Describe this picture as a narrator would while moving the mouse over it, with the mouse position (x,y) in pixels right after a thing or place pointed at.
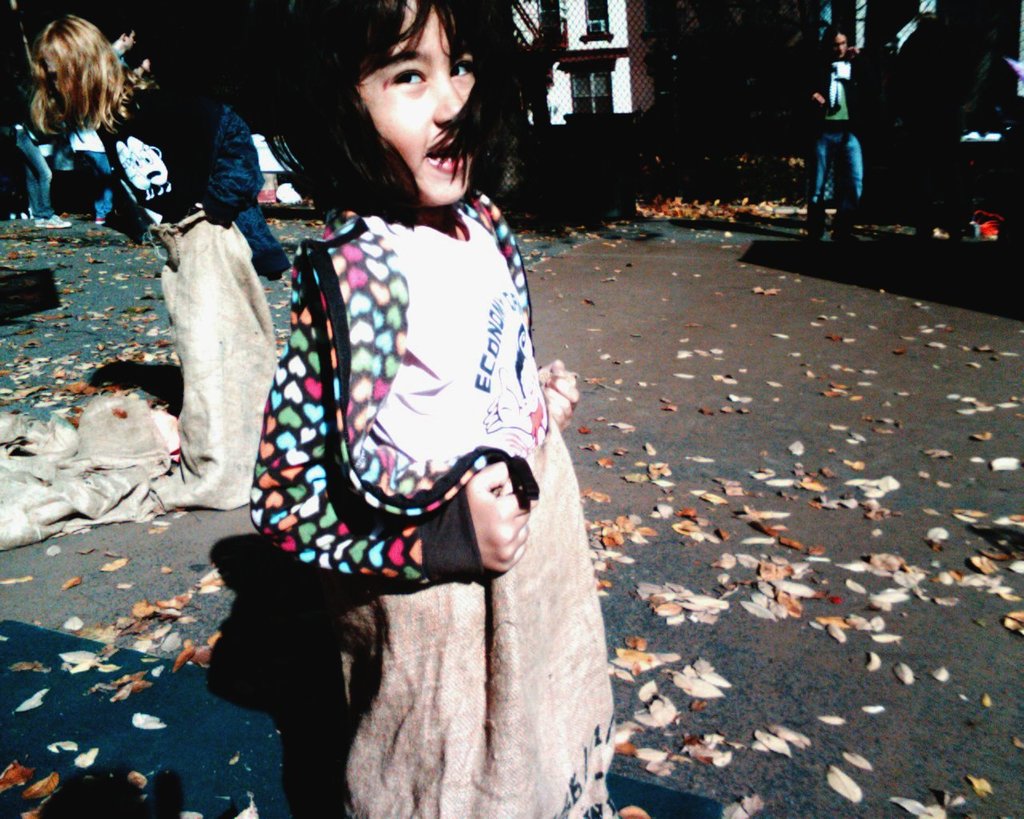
In the foreground of the picture (351,418) there is a girl (426,316), she is standing in a sack (525,730). On the left (183,150) there is another girl (193,204) in the sack (193,381). In the foreground (748,716) it is road (61,314), on the road (318,645) there are dry leaves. On the right (819,131) there are people (849,47) standing on the road (120,530). In the center of the background (570,98) we can see fencing (603,51) and building (560,30). In the background (42,183) towards left (51,171) we can see people (43,166) and other objects (269,183).
